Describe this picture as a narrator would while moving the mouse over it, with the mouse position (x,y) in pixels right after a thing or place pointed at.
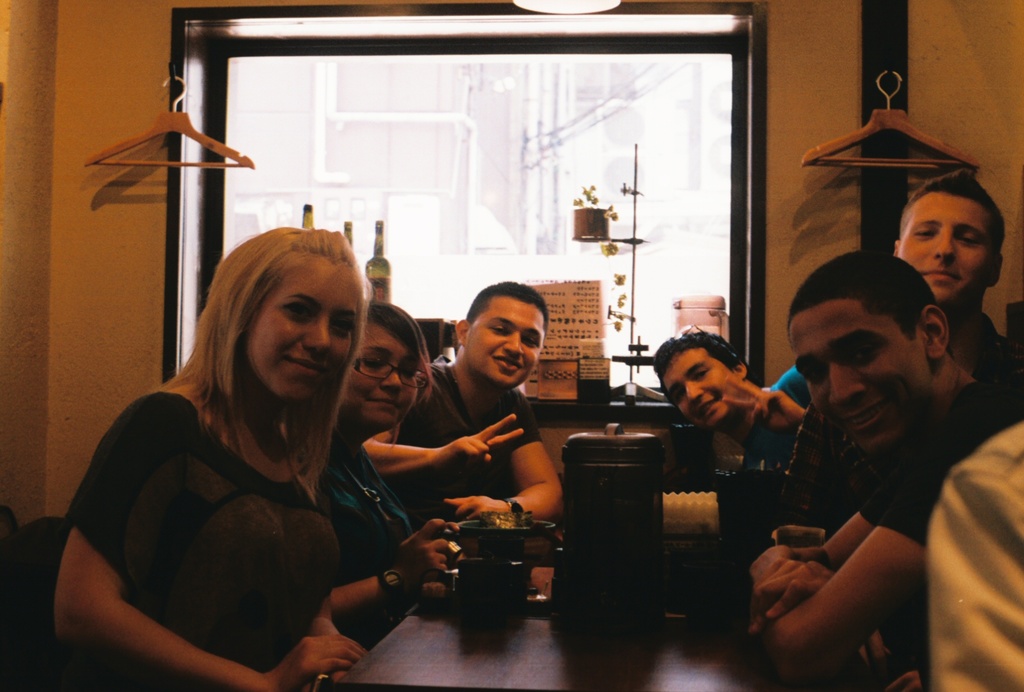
In the image there are few people (343,462) sitting on either side of table (462,676), this seems to be clicked in a restaurant (213,125), there is a box (622,523) and bowls (517,537) on the table (421,687), in the back (846,147) there are hangers (838,143) on either side of the window (281,134) with wine bottles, plants (590,234) and cards (591,348) in front of the window (584,408).
